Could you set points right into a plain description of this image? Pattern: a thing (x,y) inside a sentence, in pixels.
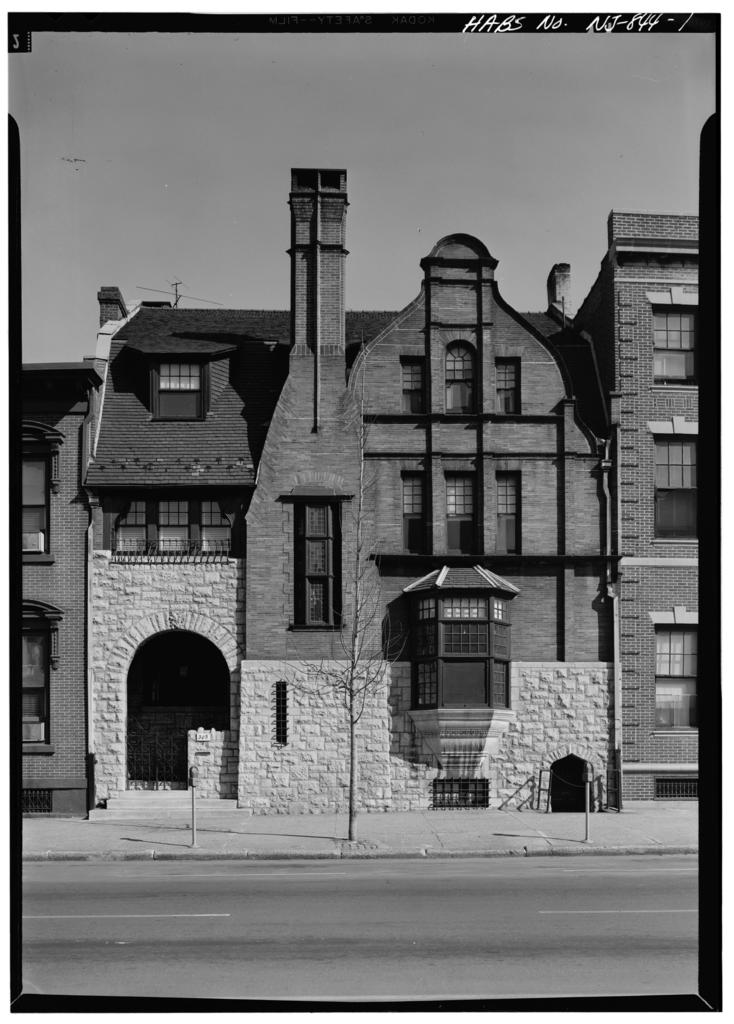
In this image we can see a photograph which includes the building (331,349) with glass windows (162,402), in front of that we can see dry tree (352,776), tiny poles (583,776), we can see the road (448,931), at the top (377,112) we can see the sky (427,36).
